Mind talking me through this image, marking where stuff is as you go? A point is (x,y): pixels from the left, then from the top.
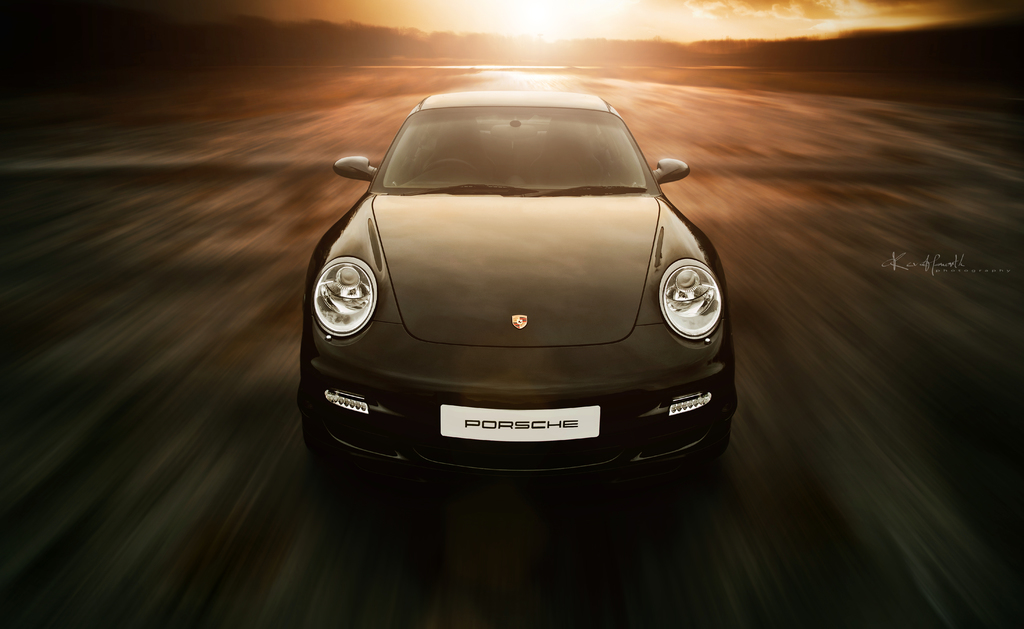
In this image I can see the vehicle (547,469) on the road (568,487). In the background (495,27) I can see many trees (467,32), sun (541,14) and the sky (490,25).
